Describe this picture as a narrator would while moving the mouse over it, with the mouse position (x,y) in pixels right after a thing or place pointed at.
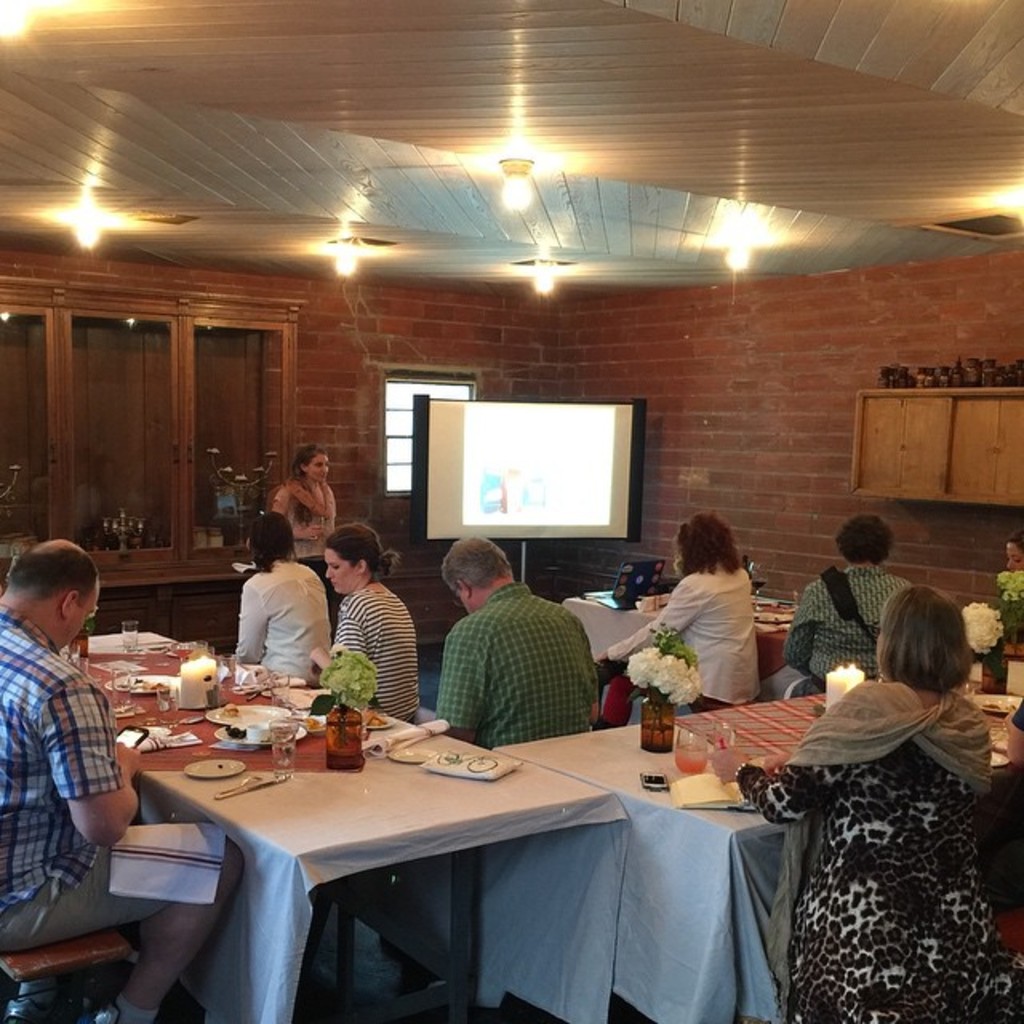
As we can see in the image there is a brick wall (773,497), screen (603,456), few people (929,855) sitting on chairs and there is a table (536,795). On table (689,725) there is a candle (834,680), plates (269,718), spoons (263,694), forks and glasses (227,670).
